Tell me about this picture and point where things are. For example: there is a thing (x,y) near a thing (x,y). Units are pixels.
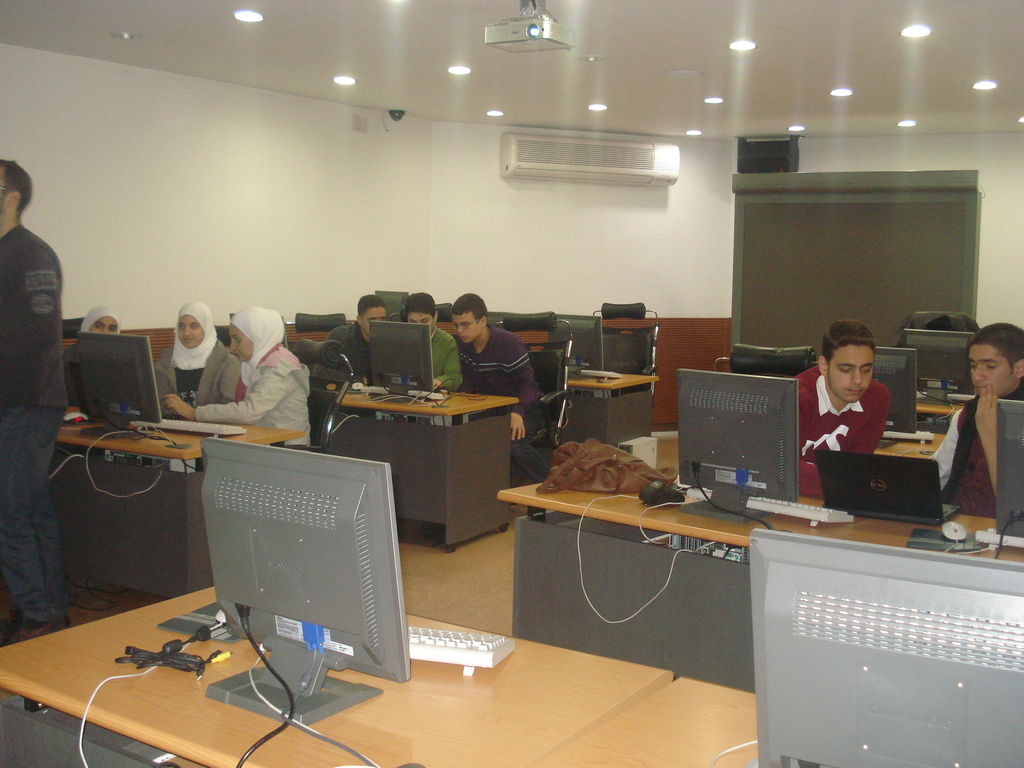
In this picture there is a light (462,70) on the roof (467,76). There is an air conditioner (578,169) on the wall (662,209). On to the left, there is a man (33,335) who is standing and is wearing a grey shirt (26,258). There is a computer (113,380) and a keyboard (205,426) on the table (154,442). There are three women (94,316) sitting on the chair (318,369). In the middle (453,341) there are three men (452,346) sitting on chair (554,373) and are looking into the computer (406,350). On to the right (840,391), there are two men (846,408) who are also sitting on the chair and is looking into the laptop (874,480). There is a bag (605,466) on the table (585,499) and a wire (163,654) on the table (172,682).
